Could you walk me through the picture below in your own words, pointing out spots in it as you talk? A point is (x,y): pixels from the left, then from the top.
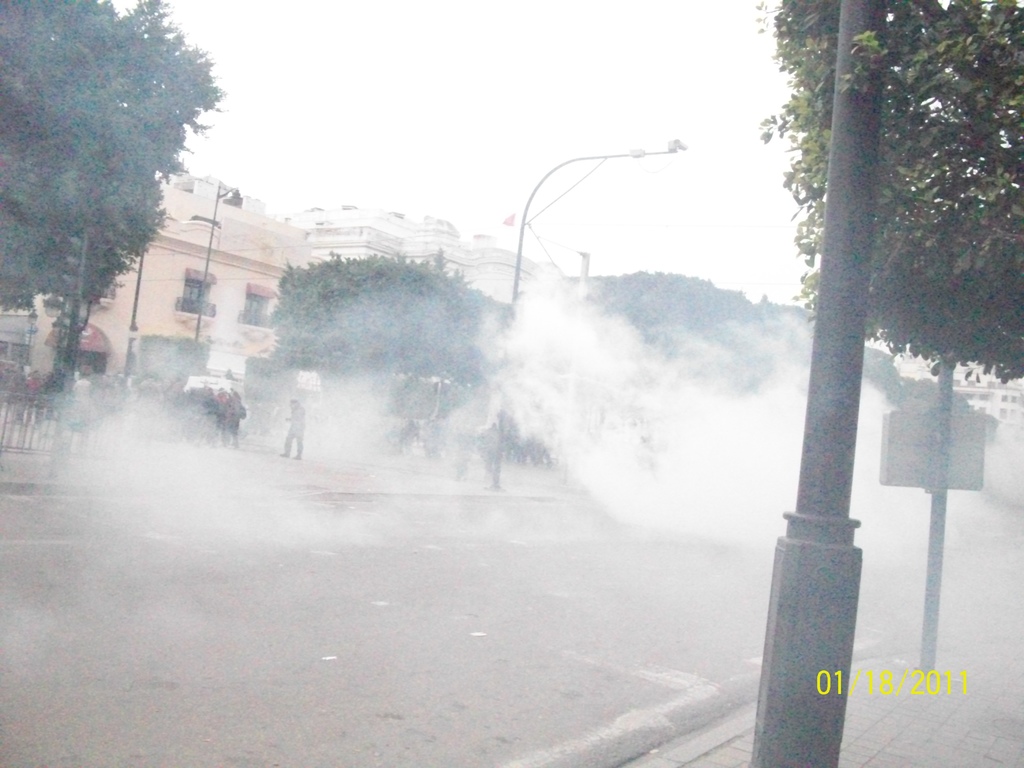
In the foreground of this picture (746,446), we can see the smoke (729,455) on the road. On the right side of this image (851,175), there is a pole (853,247), tree (962,194), and a side path (984,697). In the background (296,321), we can see trees (72,283), poles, buildings (245,287), railing (32,420), signal pole (75,270) and the sky (469,119).
